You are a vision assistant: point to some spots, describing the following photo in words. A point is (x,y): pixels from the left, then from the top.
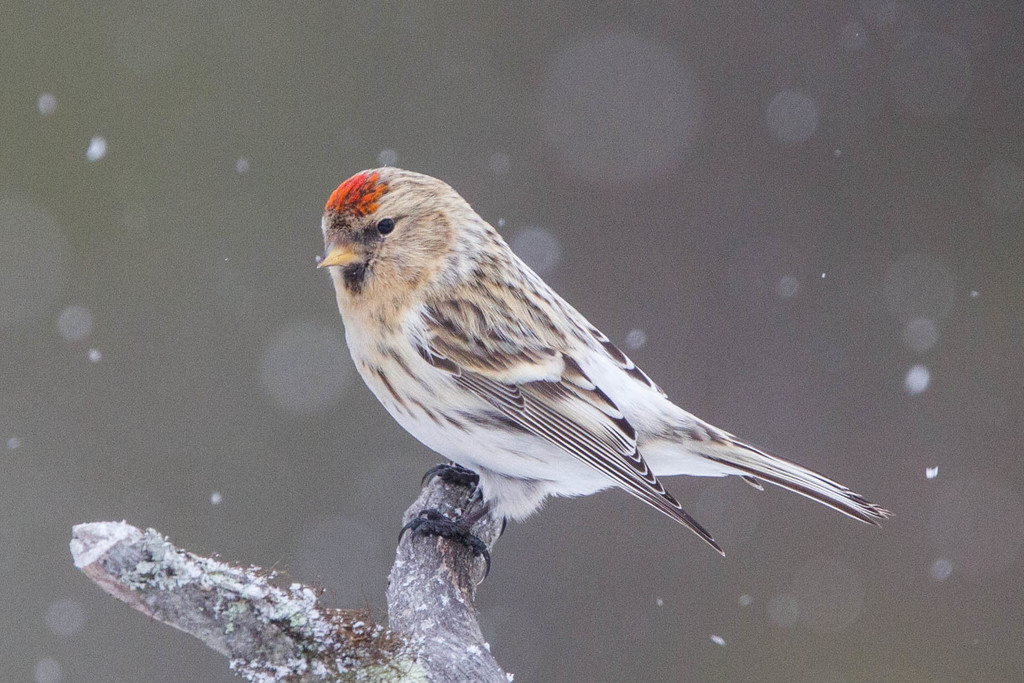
In the image in the center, we can see one wood (348,679). On the wood (462,599), we can see one bird (509,372), which is in black and white color.
